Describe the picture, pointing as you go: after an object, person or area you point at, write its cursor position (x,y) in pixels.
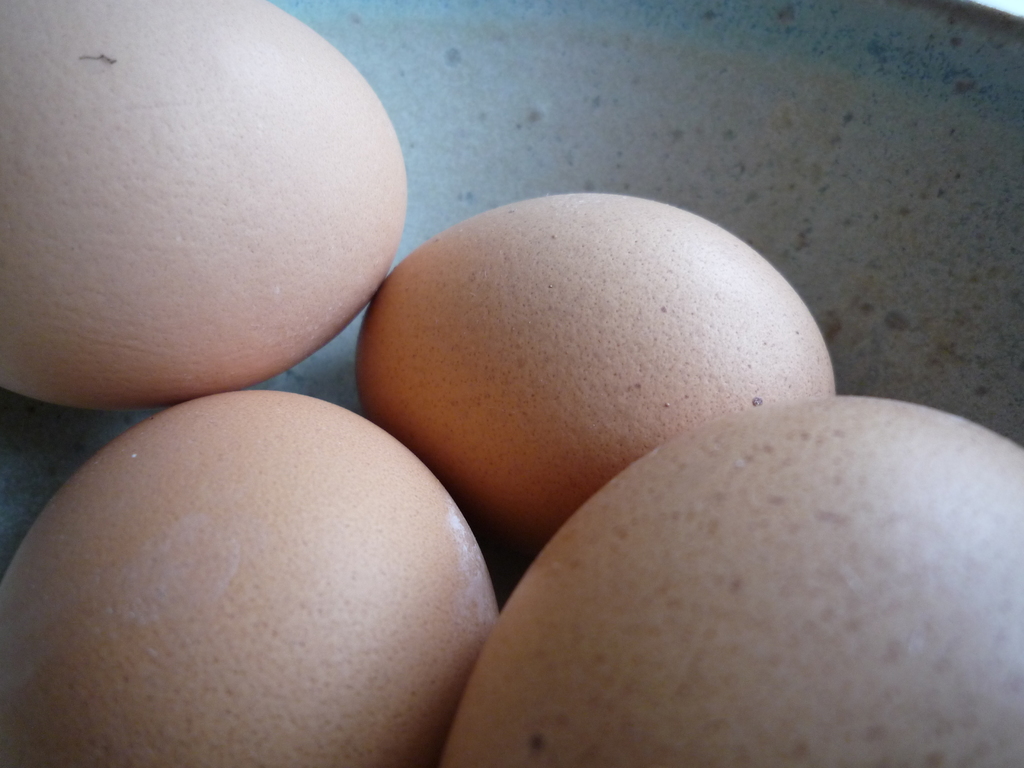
In this picture, we see four eggs (316,439). In the background (700,119), it is grey in color. It might be a plate (700,160) or a bowl (809,129).
